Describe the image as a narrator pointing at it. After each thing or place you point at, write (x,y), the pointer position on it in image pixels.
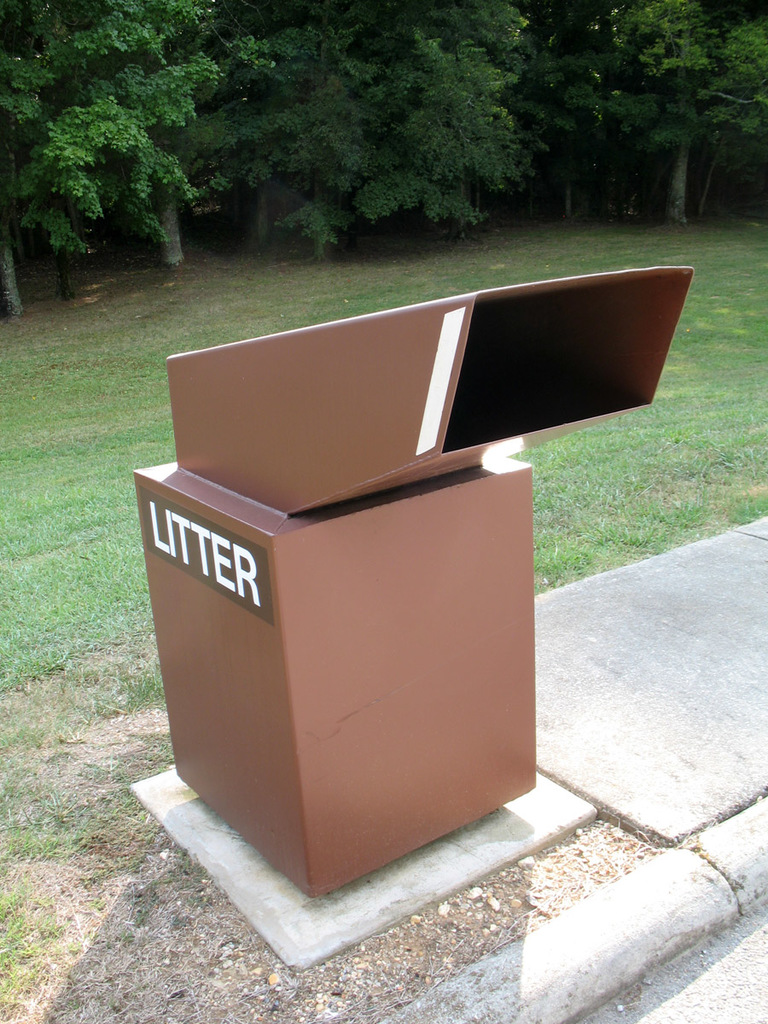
In this image there is a brown box (308,646) on which litter is written. There is grass (50,441) and trees (290,97) at the back (336,81).
